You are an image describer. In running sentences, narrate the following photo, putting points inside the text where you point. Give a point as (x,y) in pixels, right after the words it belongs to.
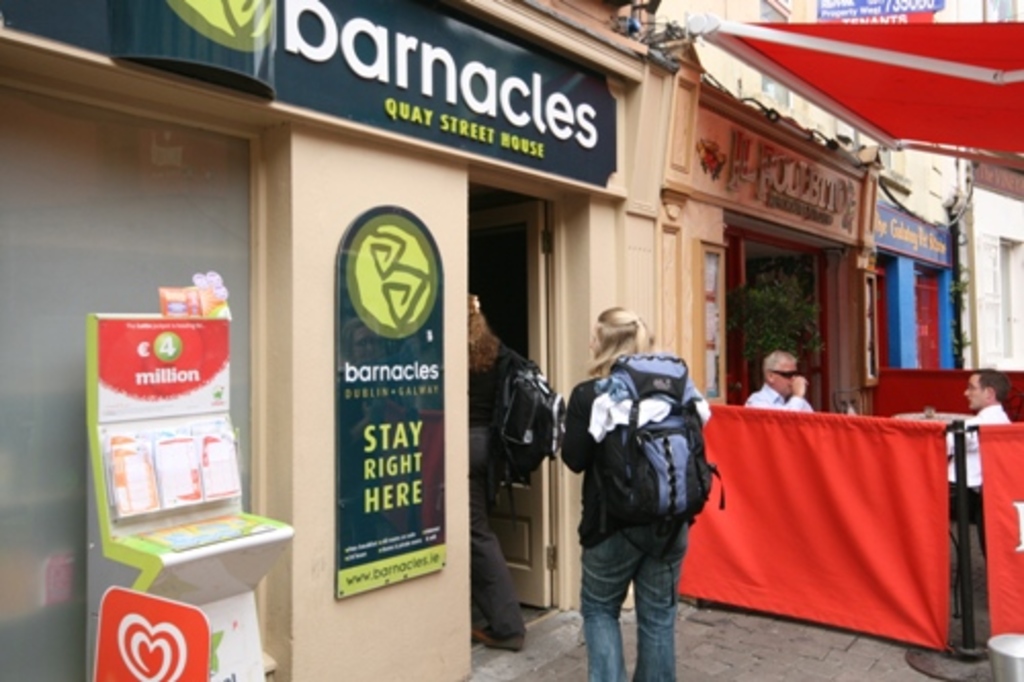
In this image I can see four persons (669,420) on the floor (808,633), fence (750,591), machine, board (359,525) and doors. In the background (418,182) I can see a building (686,203) and a houseplant (757,336). This image is taken may be near the shop (565,610).
